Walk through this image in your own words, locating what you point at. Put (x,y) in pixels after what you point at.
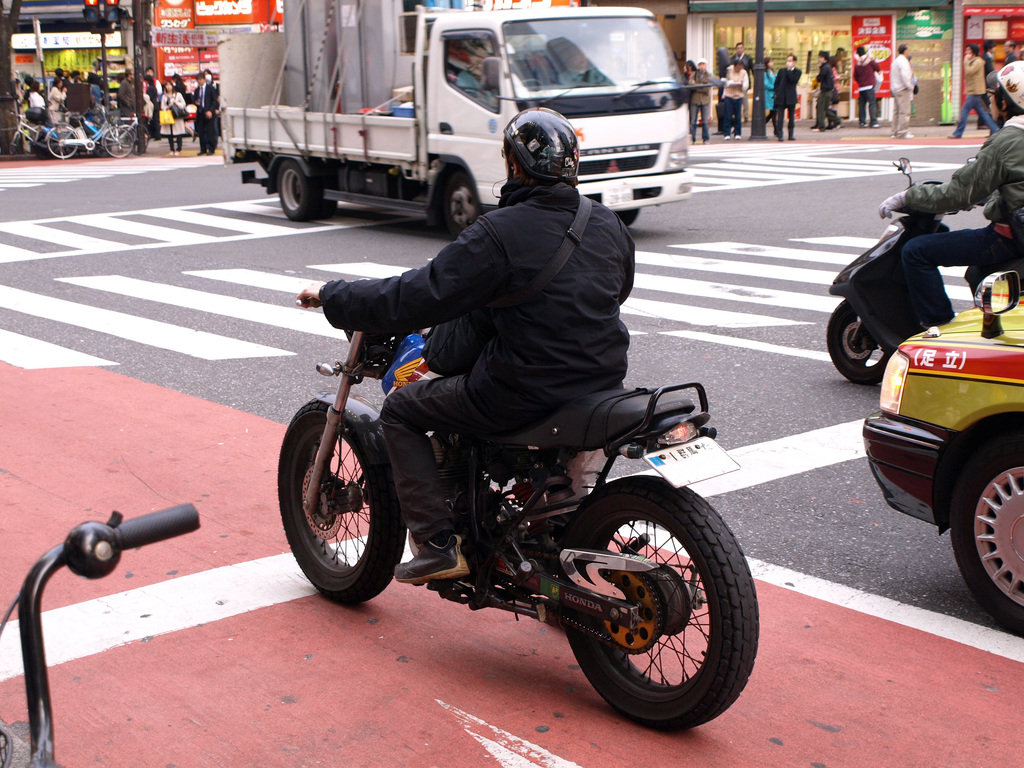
There is a road (282,232). On the road (729,170) there are vehicles (873,423). And a person (895,194) wearing helmet (1023,66) and gloves (893,207) is on a scooter (877,254). Another person (532,273) wearing helmet (547,162) and holding a bag (460,336) is on a motorcycle (559,580). In the background (738,96) there is a crowd (169,91) and cycle (122,139). Also there are poles (758,40) and posters (859,29).
